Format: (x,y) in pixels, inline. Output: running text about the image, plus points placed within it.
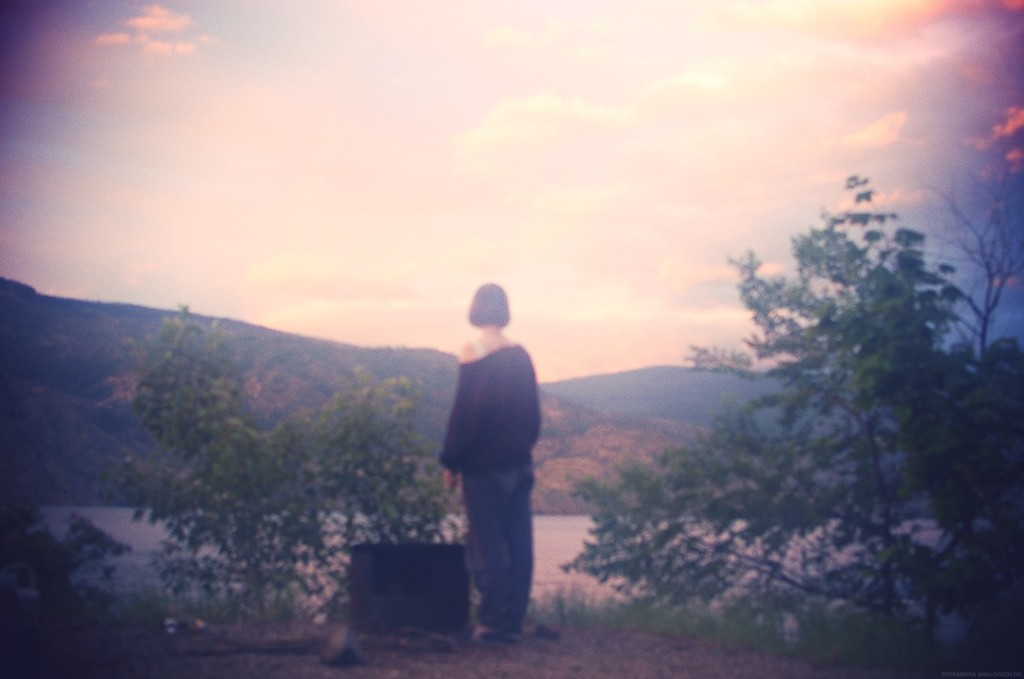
In this image we can see a person (480,626) standing on the ground (450,646). Here we can see grass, trees (695,528), and water (549,576). In the background (24,381) we can see mountain (584,445) and sky (615,243) with clouds (807,172).
